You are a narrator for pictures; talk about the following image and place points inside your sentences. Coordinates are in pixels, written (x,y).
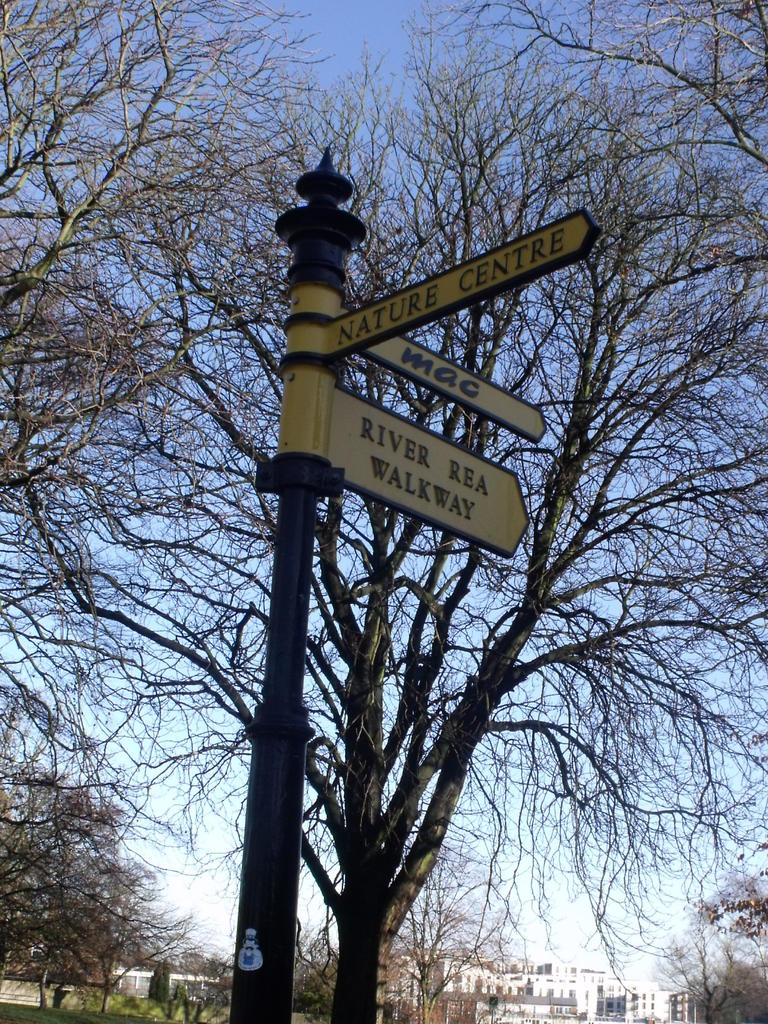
In this image there is a pole (313,388) for that pole (313,388) there are sign boards (334,435), on that boards (430,361) there is some text (408,364) written, in the background (359,613) there are trees (168,216), buildings (554,971) and the sky (286,269).
